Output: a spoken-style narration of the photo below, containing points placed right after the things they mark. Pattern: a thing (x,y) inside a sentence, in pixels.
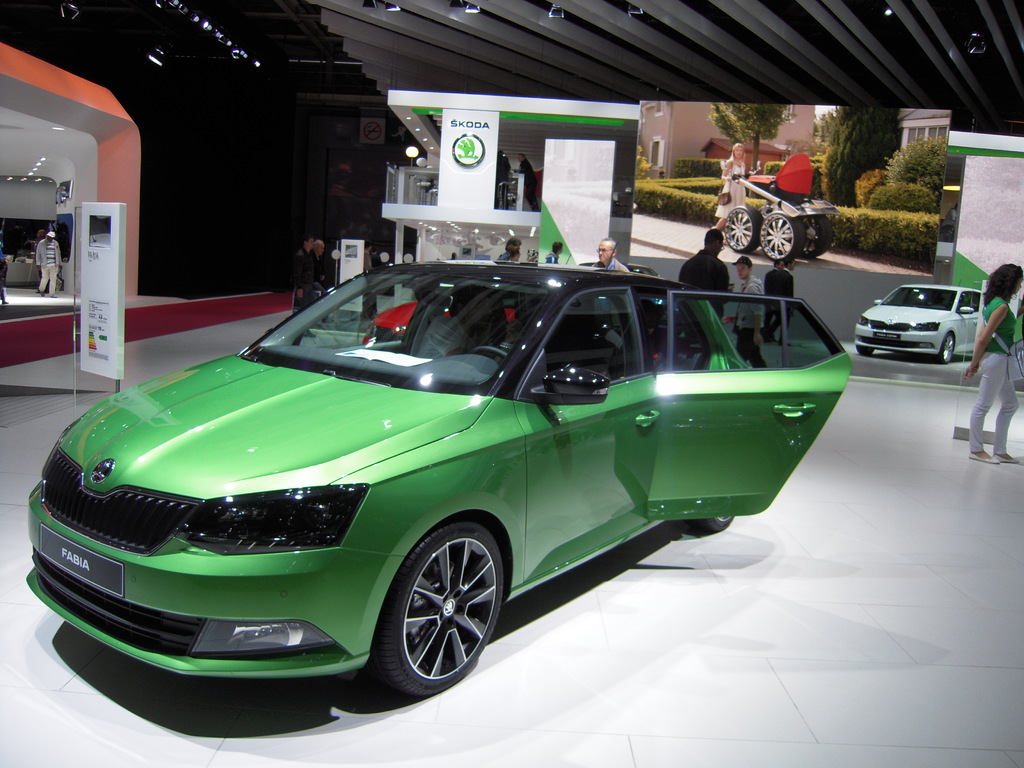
In this image I can see the cars (650,461) inside the showroom (614,621). These cars (279,642) are in green and white color. I can see few people (973,369) standing and wearing the different color dresses (751,311). In the back (784,253) there is a screen (877,184), banners (545,209) and the boards (598,221). In the top (285,26) I can see the roof (445,47).
